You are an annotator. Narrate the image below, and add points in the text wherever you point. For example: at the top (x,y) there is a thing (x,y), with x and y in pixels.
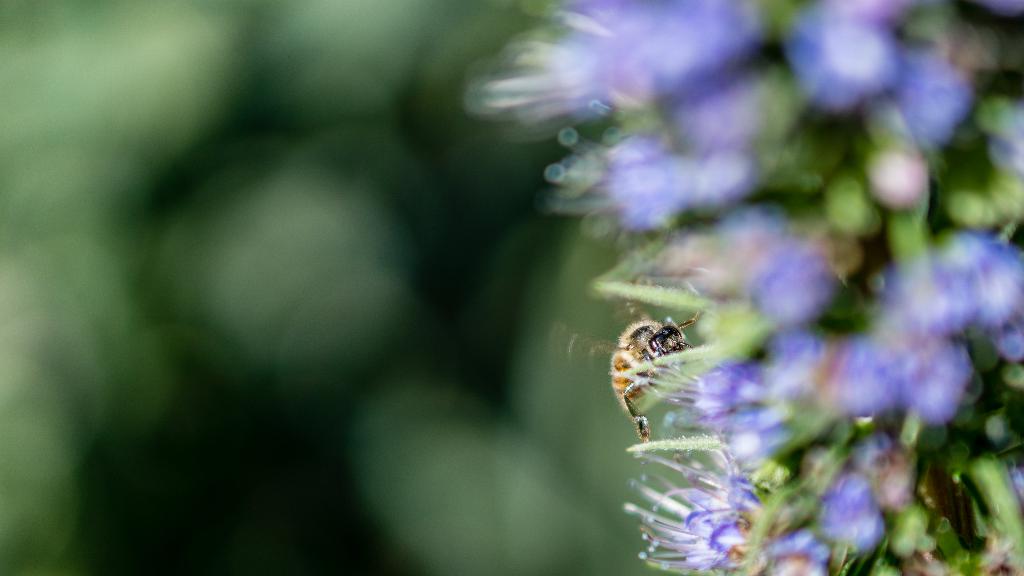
In this picture we can see an insect (637,345) on the flowers (722,288) and we can see blurry background (433,237).
